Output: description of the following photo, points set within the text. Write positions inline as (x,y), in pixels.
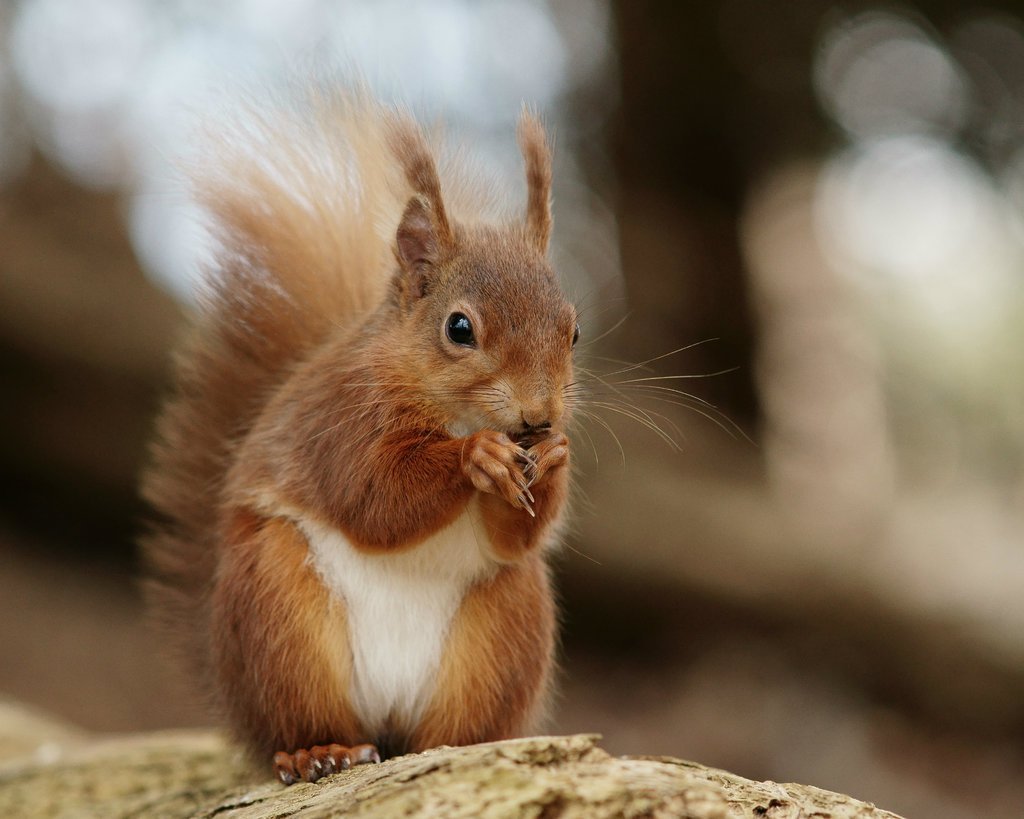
In this picture we can see a squirrel (161,537) and in the background (158,264) it is blurry.
